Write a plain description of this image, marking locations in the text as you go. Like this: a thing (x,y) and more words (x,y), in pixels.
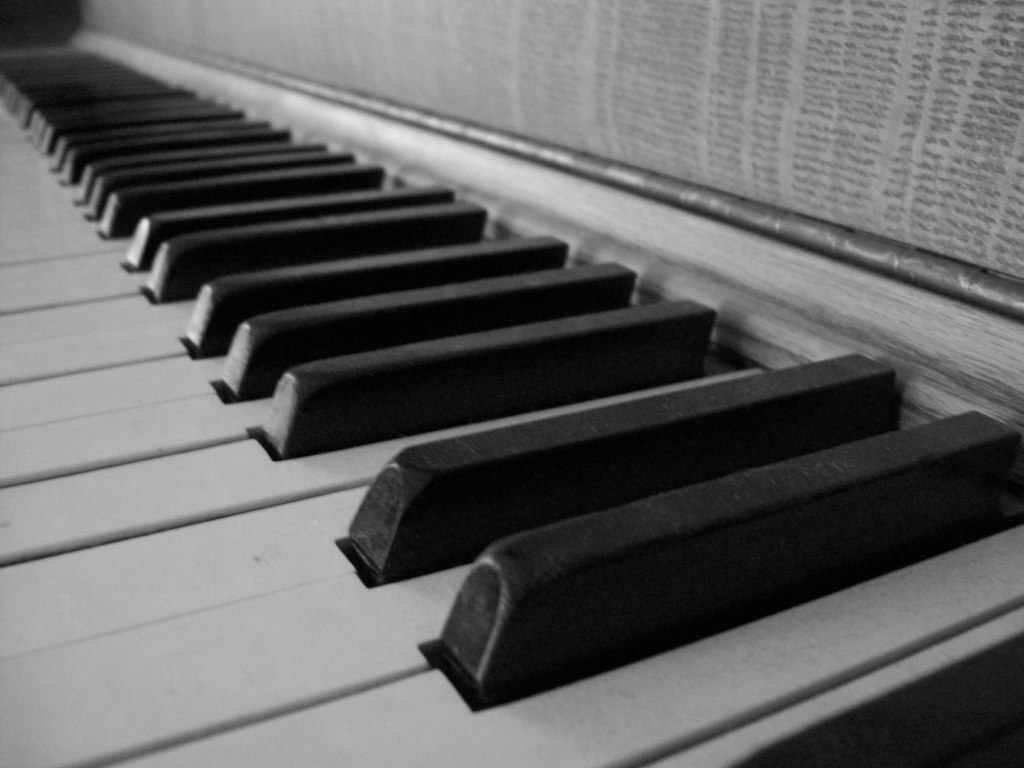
In this image there is a musical instrument (405,442) with white and black keys (398,513).
